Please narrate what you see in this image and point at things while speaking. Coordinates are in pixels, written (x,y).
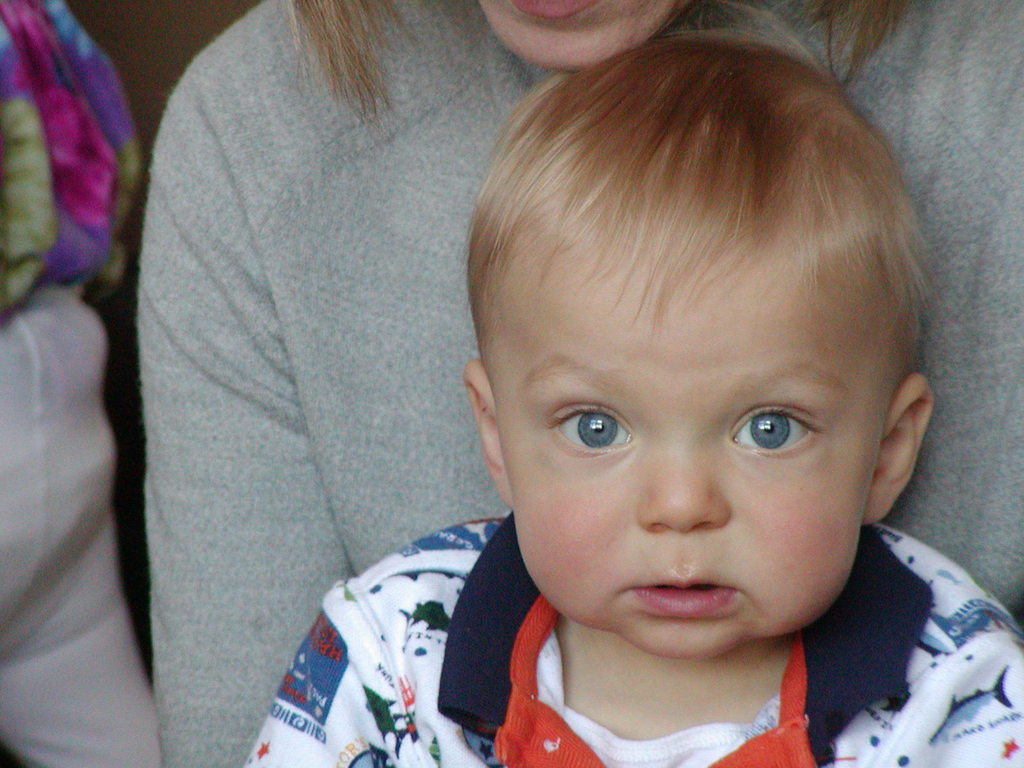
In this picture we can see people (249,432) and clothes (71,450).
